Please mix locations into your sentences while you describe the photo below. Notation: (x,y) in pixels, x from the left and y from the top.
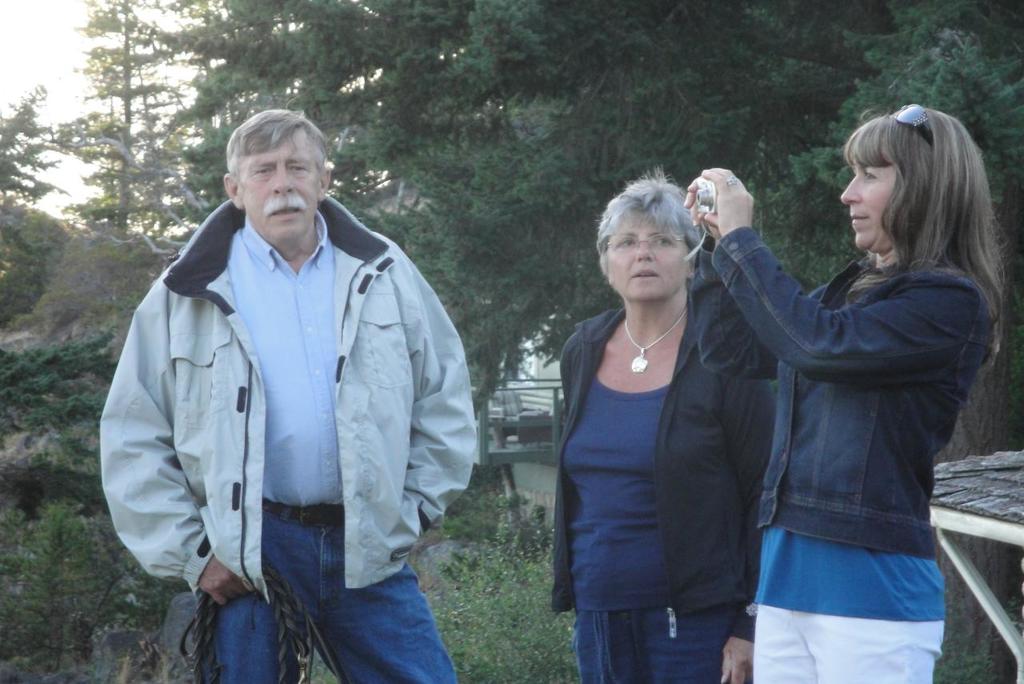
This image consists of three persons (364,387). On the left (256,521), there is a man (241,492) wearing a jacket (343,402). On the right (816,455), the woman (816,465) is holding a camera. In the background (814,97), we can see many trees (995,63). On the right (1018,526), there is a shed (1022,509). At the top (69,62), there is sky (49,52).
